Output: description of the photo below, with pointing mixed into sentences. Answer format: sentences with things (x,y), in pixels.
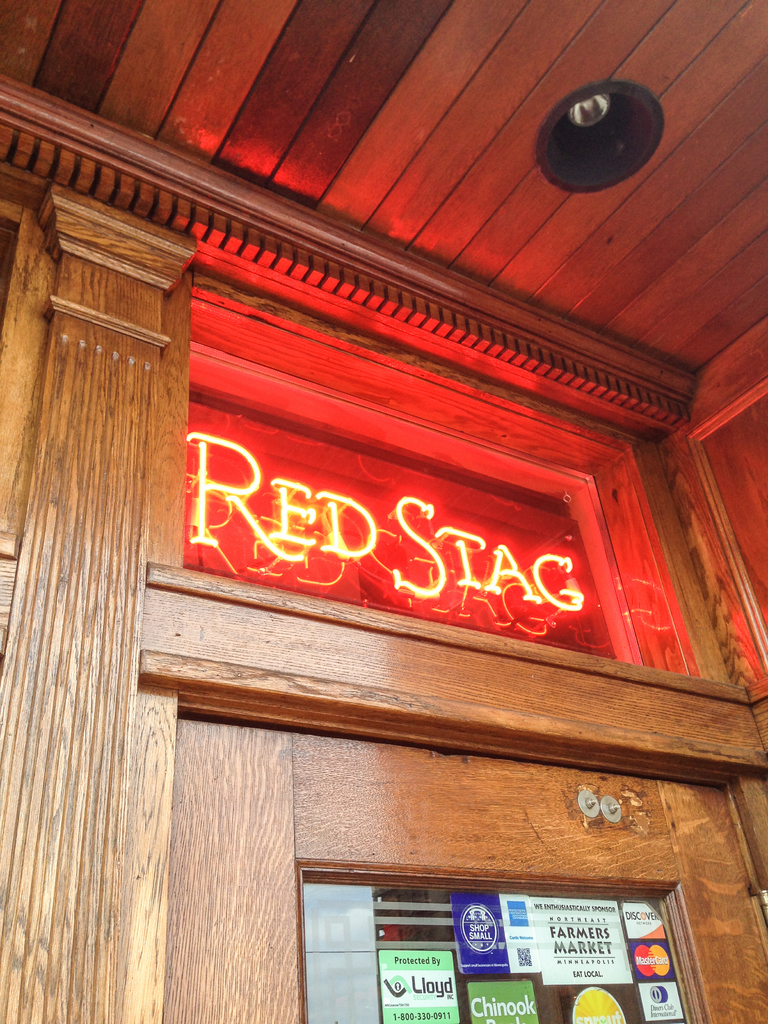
In this image we can see the wooden wall (142,421). And we can see the LED board (310,425). And we can see some stickers (576,939) on the transparent glass (445,924). And we can see the lights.
